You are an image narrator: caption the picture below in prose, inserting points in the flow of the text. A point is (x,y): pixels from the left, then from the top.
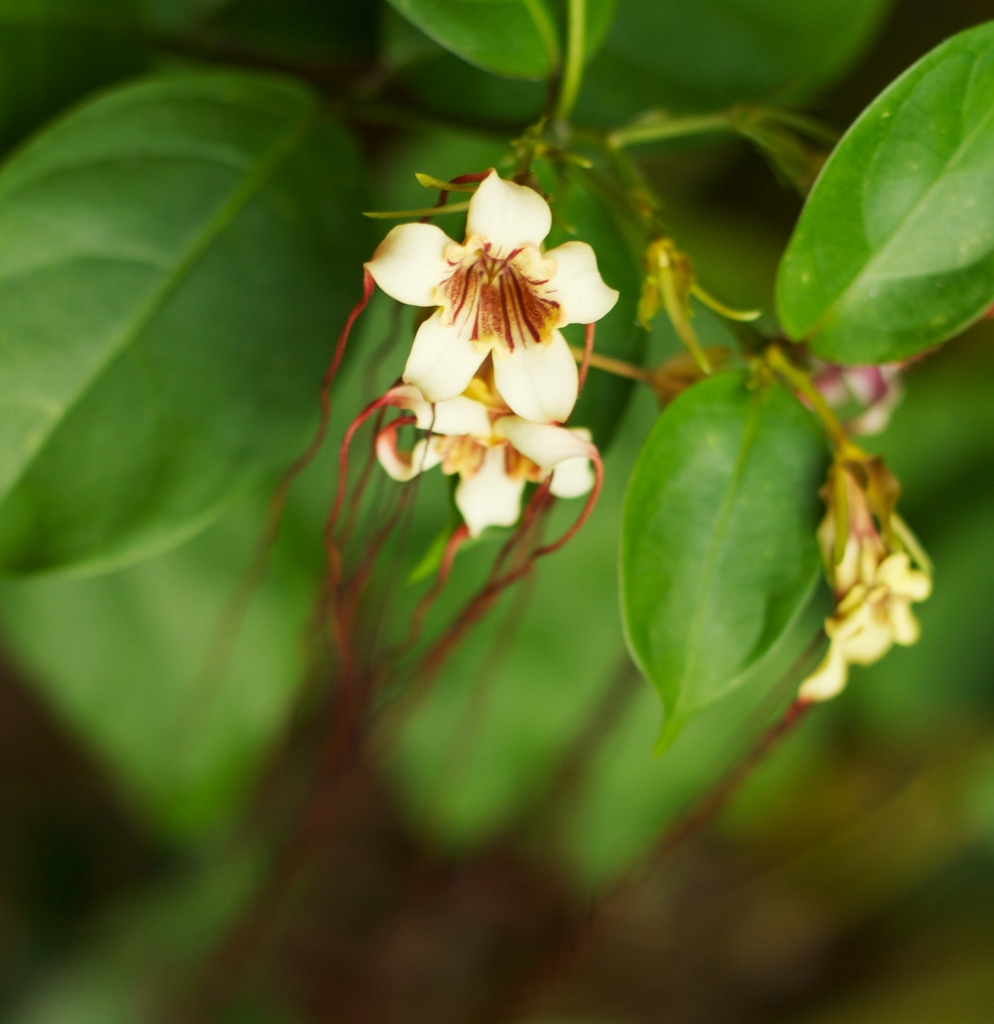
In this picture I can see flowers (567,361) which are of white in color and I see the leaves (257,407) in the background (619,121) and I see that it is a bit blurred.
